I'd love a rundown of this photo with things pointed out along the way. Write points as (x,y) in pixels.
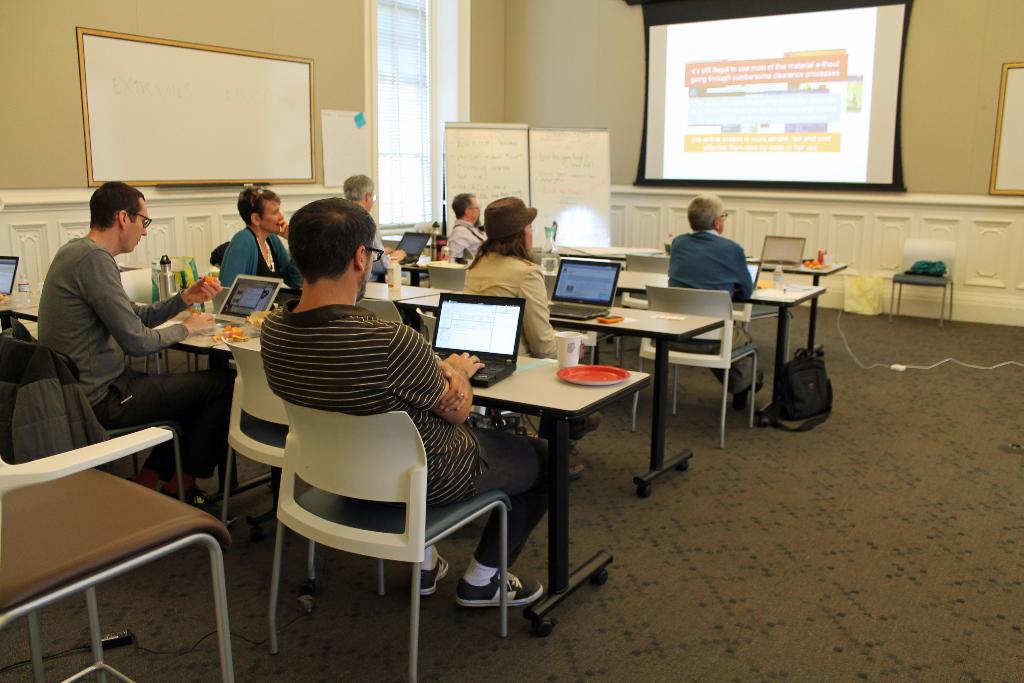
This is a whiteboard (238,120). This is a window (405,149). These are also whiteboards (537,166). This is a wall (579,42). Here we can see screen (768,133). This is a floor (825,544). here we can see a chair (938,255). We can see few persons (143,318) sitting on chairs (338,412) in front of a table (480,403) and on the table (525,359) we can see laptops (587,308), glass (564,353), water bottles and plate (578,382).
